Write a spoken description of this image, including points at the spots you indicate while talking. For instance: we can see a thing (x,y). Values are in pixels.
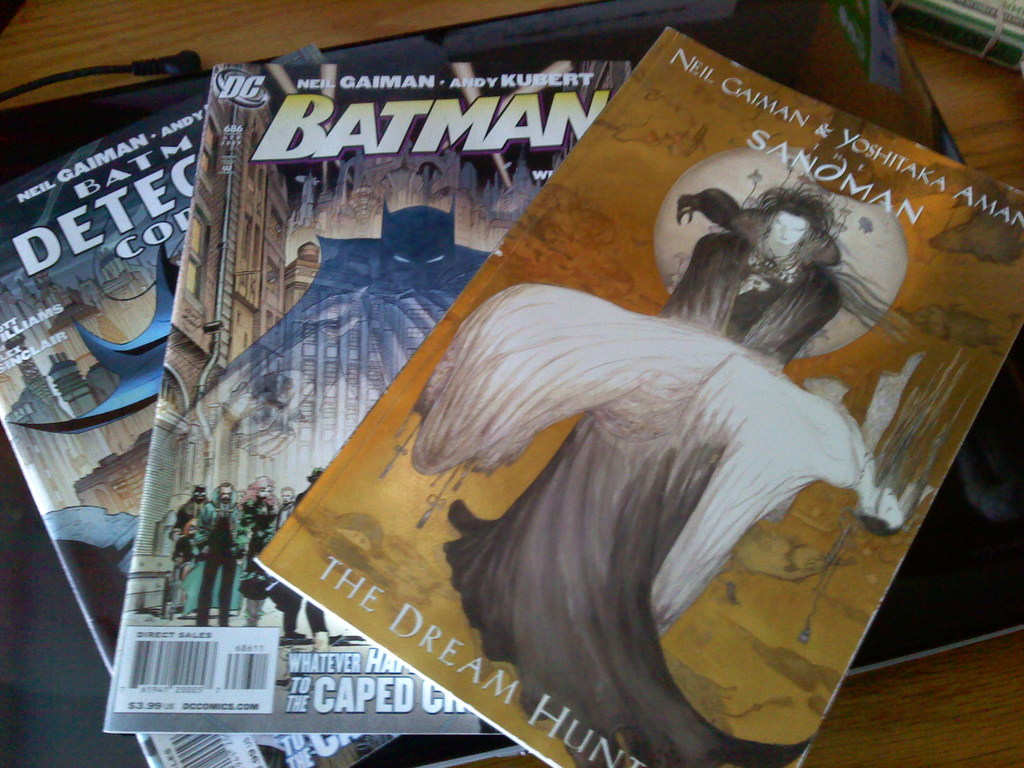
In this image I can see three books (120,320) and something is written on it. They are in different color. Books (186,239) are on the brown color table (96,40).
